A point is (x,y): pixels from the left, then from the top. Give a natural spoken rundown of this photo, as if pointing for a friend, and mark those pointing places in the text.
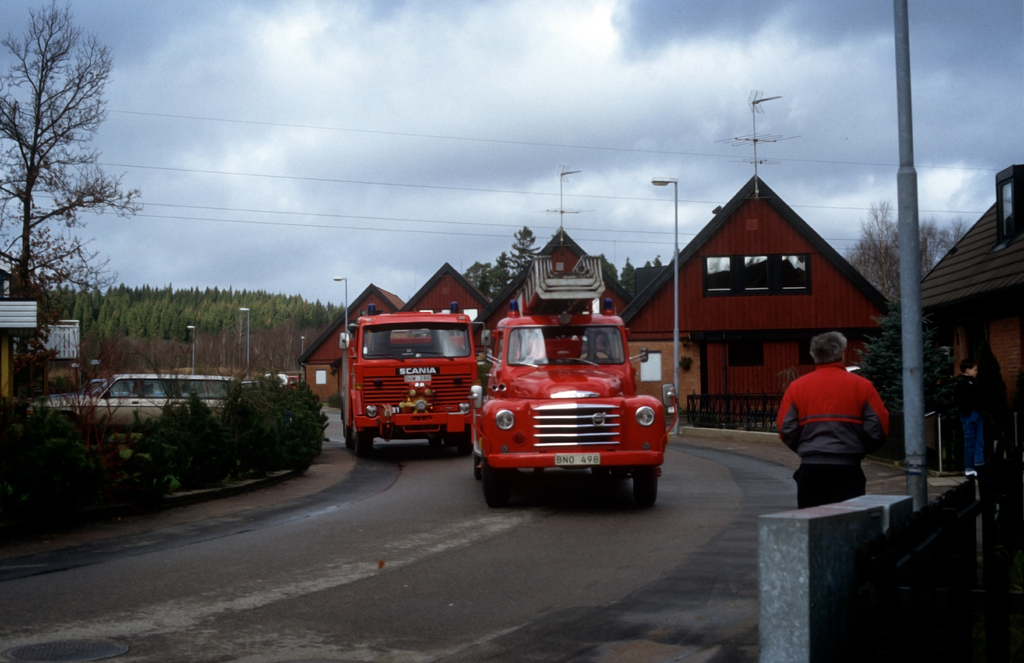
In this picture we can see two vehicles (528,396) in the middle (351,384), on the left side (164,431) there are some plants (34,437), trees (285,311) and poles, there is a person (804,445) standing in the front (856,466), on the right side (907,385) there are some houses (863,281) and pole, we can see the sky (566,91) at the top of the picture (630,79).
